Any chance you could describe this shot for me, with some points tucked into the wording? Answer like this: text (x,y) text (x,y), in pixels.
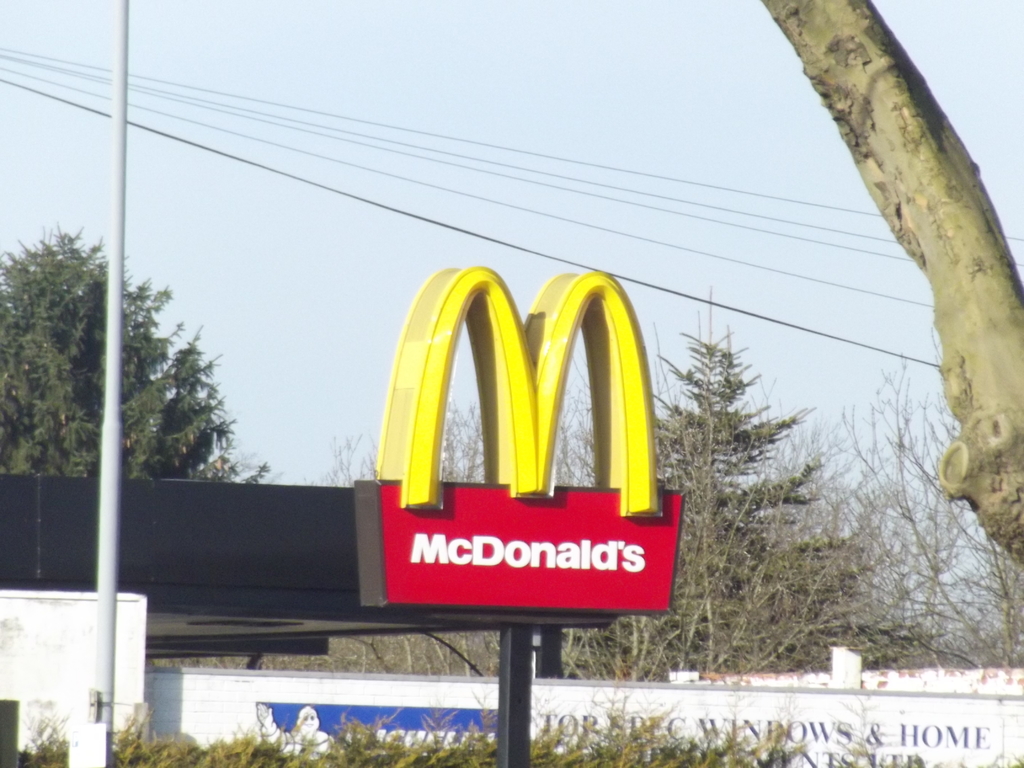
In this picture I can see that name plate (431,531) and there is a logo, there are plants (366,748), trees (10,421), and the sky (661,95) is clear.
